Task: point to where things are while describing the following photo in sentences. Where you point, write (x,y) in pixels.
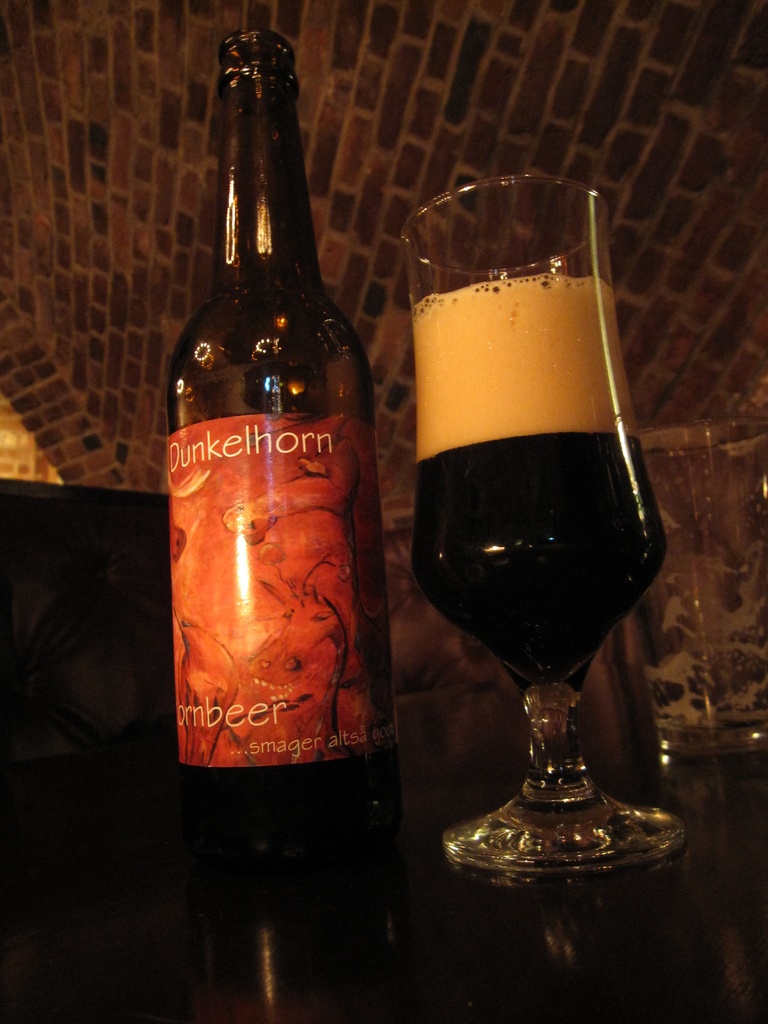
In this image I can see a bottle (269,592) and a glass (505,591) with drink (471,362) in it.
